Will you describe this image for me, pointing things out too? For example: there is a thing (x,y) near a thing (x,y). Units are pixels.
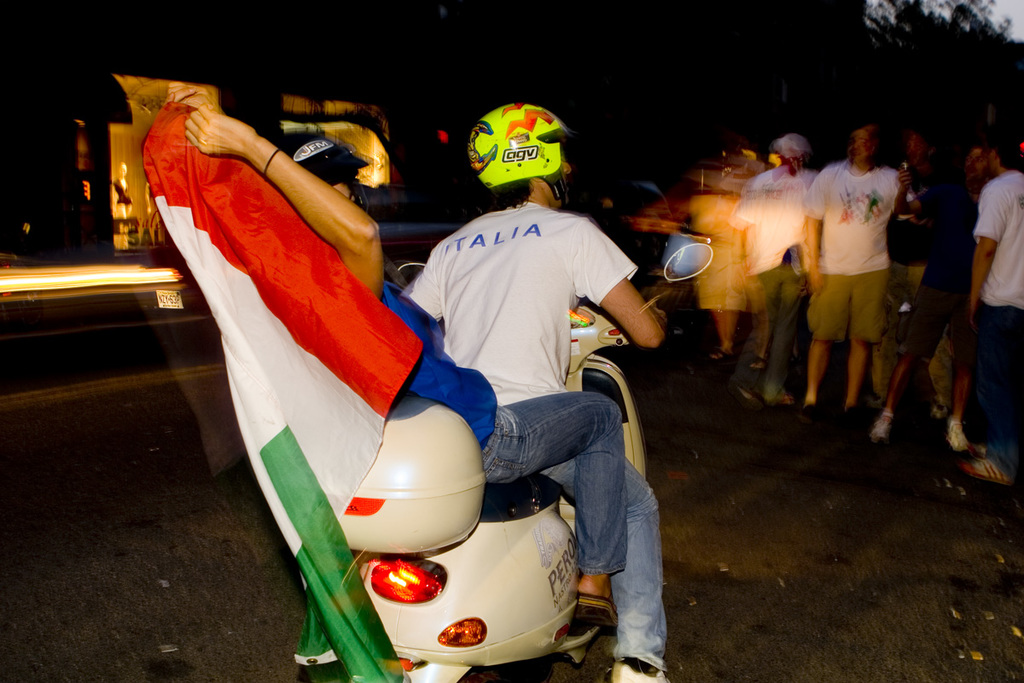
In this image we can see a few people (639,294), two of them are riding on the motorcycle (504,488), one of them is holding a flag (304,314), and the background (996,14) is dark.
